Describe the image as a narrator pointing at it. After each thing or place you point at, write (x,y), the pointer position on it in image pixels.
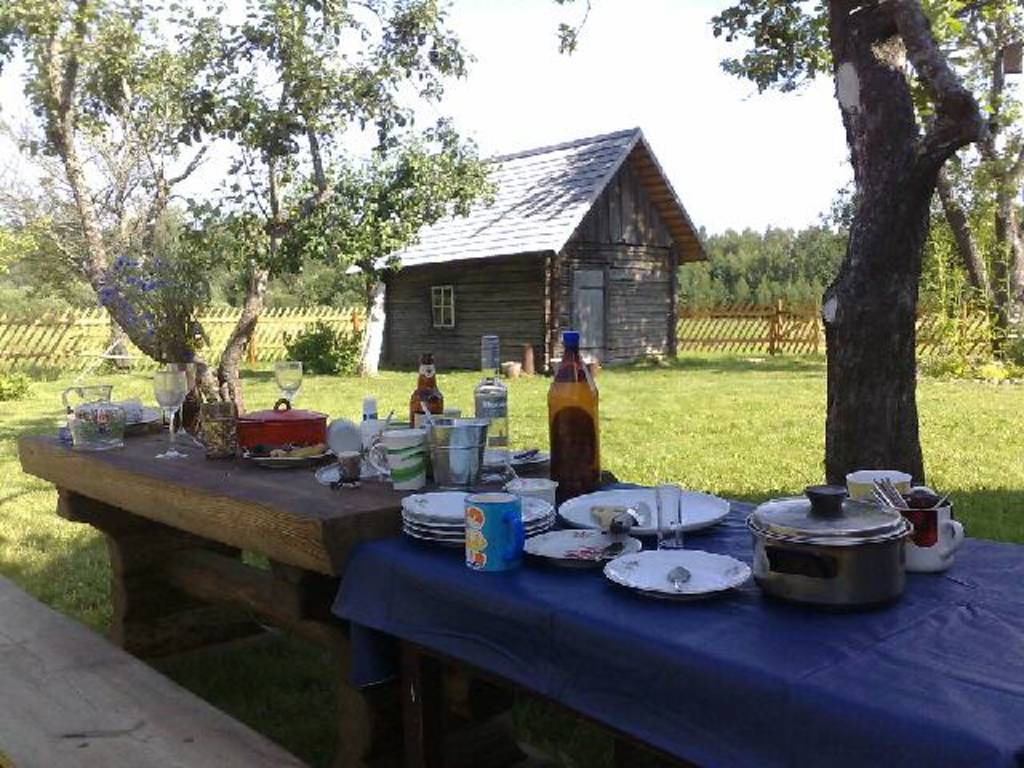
In this image I can see few tables (286,526) and on these tables (205,553) I can see a blue colour table cloth (594,644), number of plates (684,498), bottles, glasses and few other utensils (917,532). In the background (895,449) I can see grass ground (956,425), number of trees (259,298) and a shack (614,357).
